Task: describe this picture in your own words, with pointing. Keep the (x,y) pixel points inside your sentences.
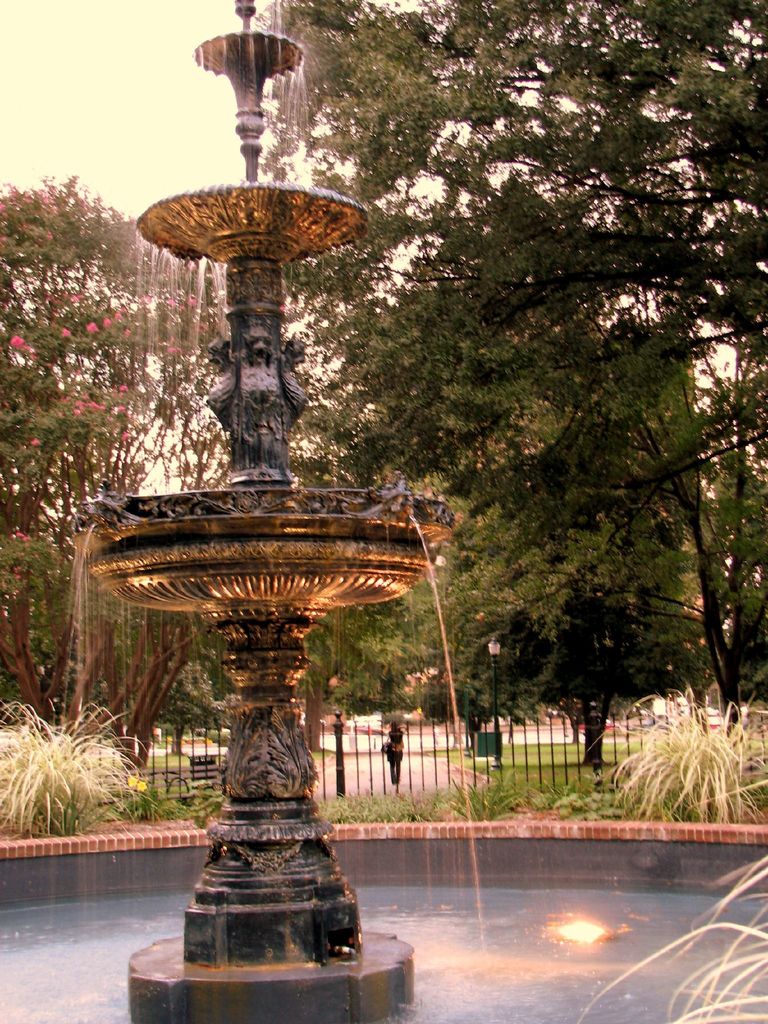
In this image I can see the fountain (142,583). At the bottom (520,960) I can see the water (560,982). In the background (548,479) there are many trees (561,482) and I can see a person (394,755) is walking on the road (364,771). Beside the road (428,765) I can see the grass (534,757). At the top (108,85) I can see the sky (130,87).
